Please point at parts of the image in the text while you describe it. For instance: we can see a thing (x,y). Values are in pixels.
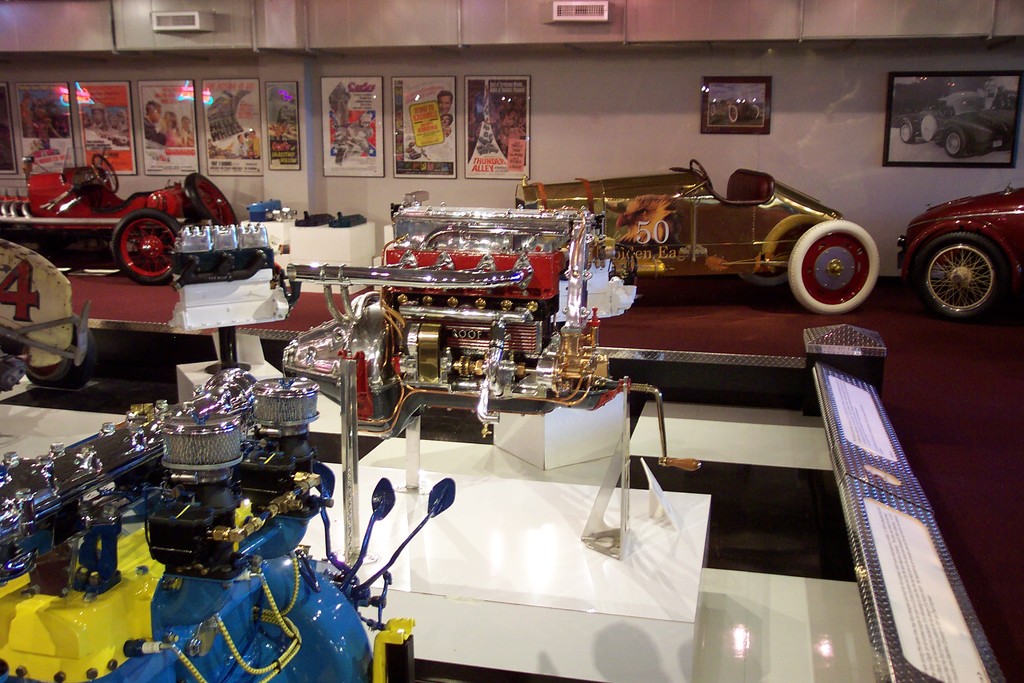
In this picture there are few objects (313,469) in different colors and there are few vehicles (64,197) which are in different colors are placed on a red carpet (971,344) and there are few photo frames (486,134) attached to the wall (547,92) in the background (515,95).
